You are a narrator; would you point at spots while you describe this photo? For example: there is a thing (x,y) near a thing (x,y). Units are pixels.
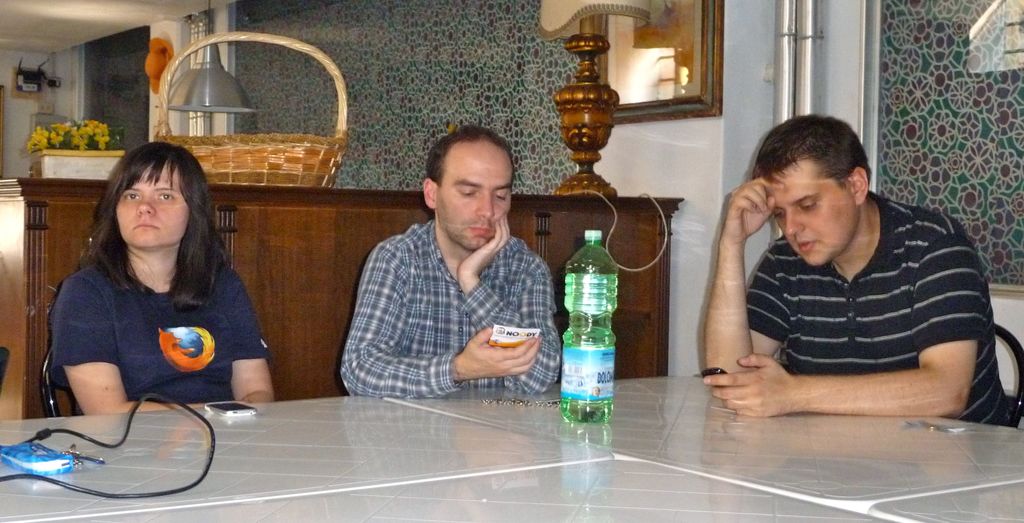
This image is taken indoors. At the bottom of the image (669,473) there are four tables (826,489) and there is a bottle (571,392), a mobile phone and a pouch (67,456) on the tables (539,478). In the middle of the image (524,295) two men (532,281) and a woman (213,357) are sitting on the chairs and one man (886,365) is holding a mobile phone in his hand (719,383). In the background (672,177) there are a few walls (433,110) with a mirror (654,88), pipelines (791,38) and a switchboard (40,76). There is a table (406,213) with a lamp (589,129), a basket (305,166) and a pot (64,157) with a few plants (79,132) on it.
